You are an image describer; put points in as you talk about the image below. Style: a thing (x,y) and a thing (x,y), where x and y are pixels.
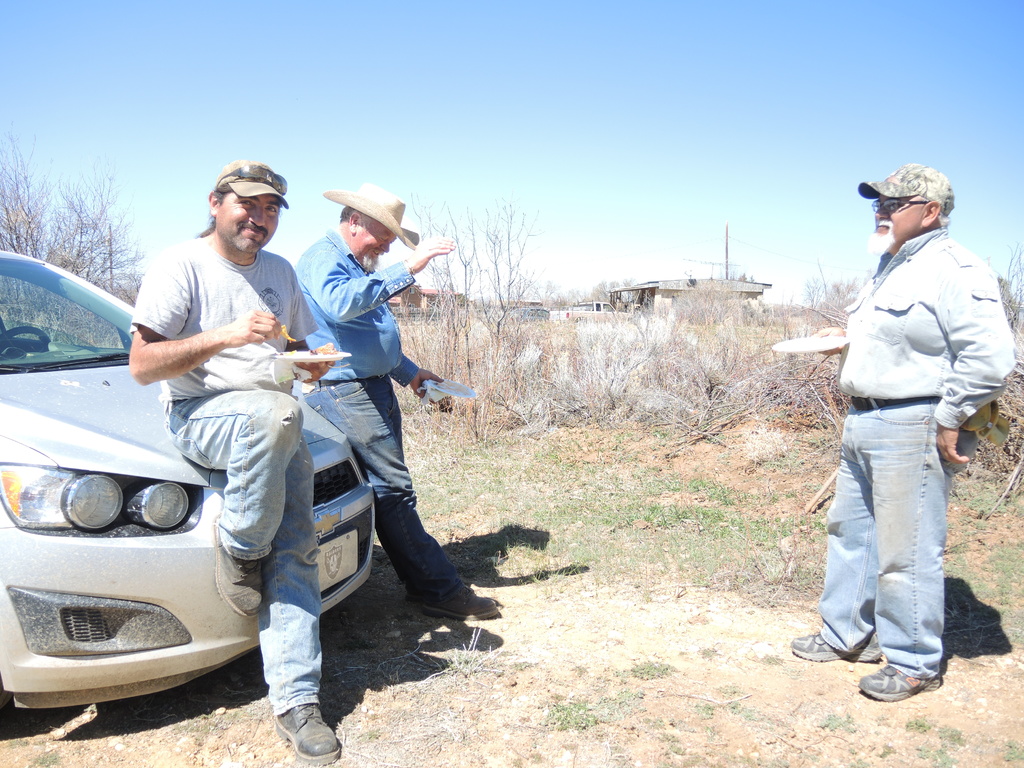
In the foreground of this image (355,406), there are two man (226,466) leaning on a car (166,488) holding a platter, and few objects (434,390). On the right (935,467), there is a man (924,396) standing and holding a platter (818,349) on the ground (836,699). In the background (626,399), there are plants (526,352), trees (65,231), few buildings (683,284), a pole (727,249) and the sky (580,73).
